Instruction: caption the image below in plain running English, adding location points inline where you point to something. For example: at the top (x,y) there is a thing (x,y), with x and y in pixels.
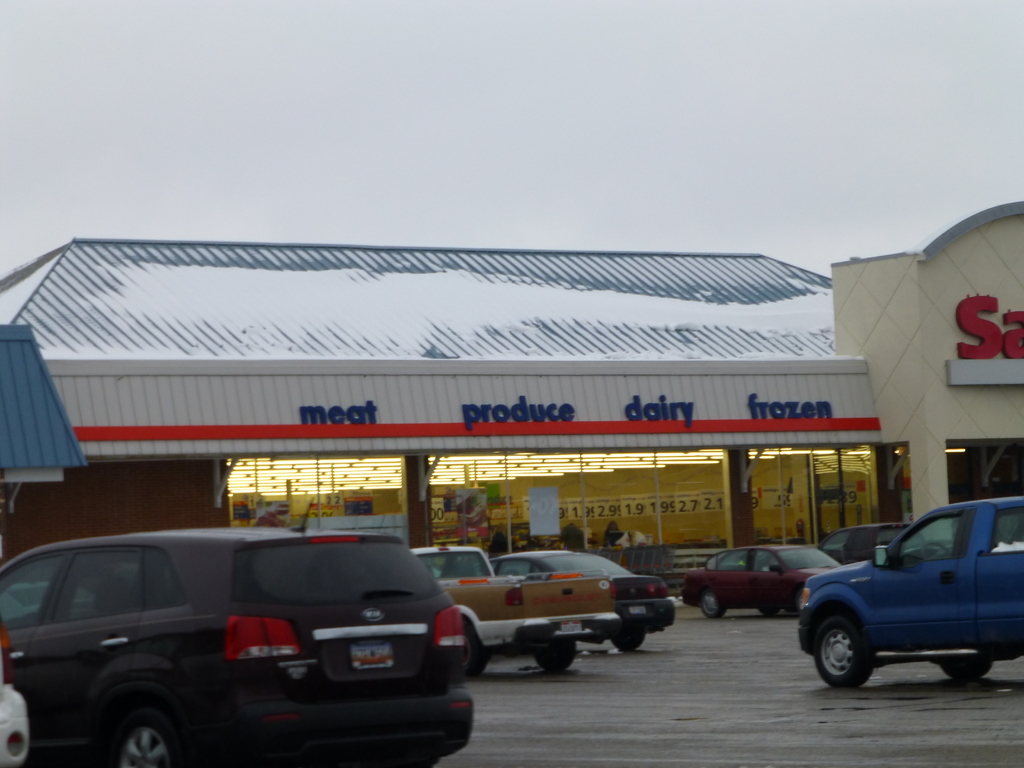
In this image there is a store (677,475) in the middle (654,485). In front of the store (681,510) there are so many cars (723,605) which are parked on the floor (775,660). At the top (479,85) there is the sky (467,85). It looks like a mart (415,385) in which there are all items (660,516).
